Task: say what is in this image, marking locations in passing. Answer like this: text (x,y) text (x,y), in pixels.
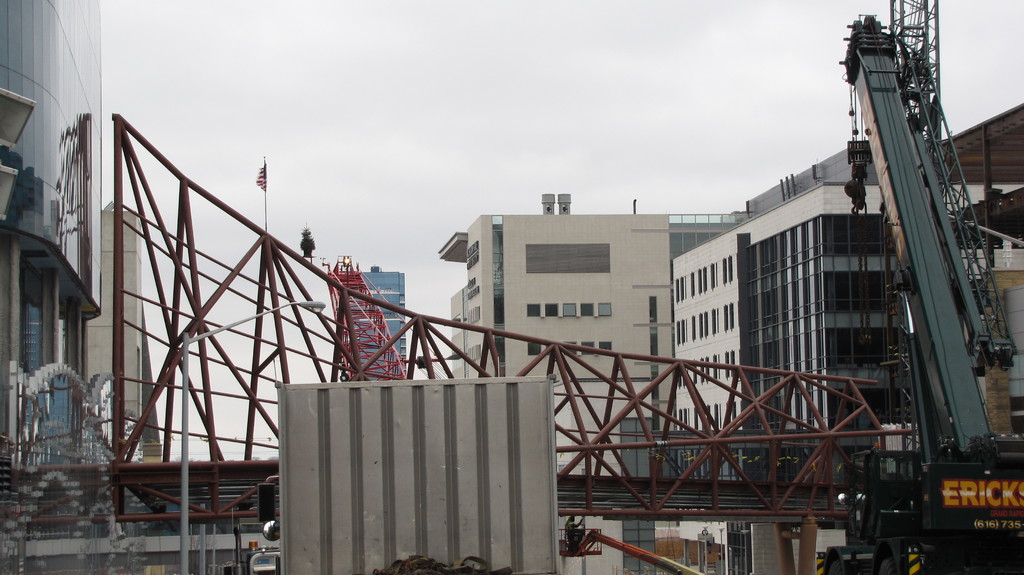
In this image, we can see some buildings (791,356) and cranes (973,457). We can see some metal objects (480,440) and the sky (662,61). We can see a flag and a board (1023,515) with some text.
